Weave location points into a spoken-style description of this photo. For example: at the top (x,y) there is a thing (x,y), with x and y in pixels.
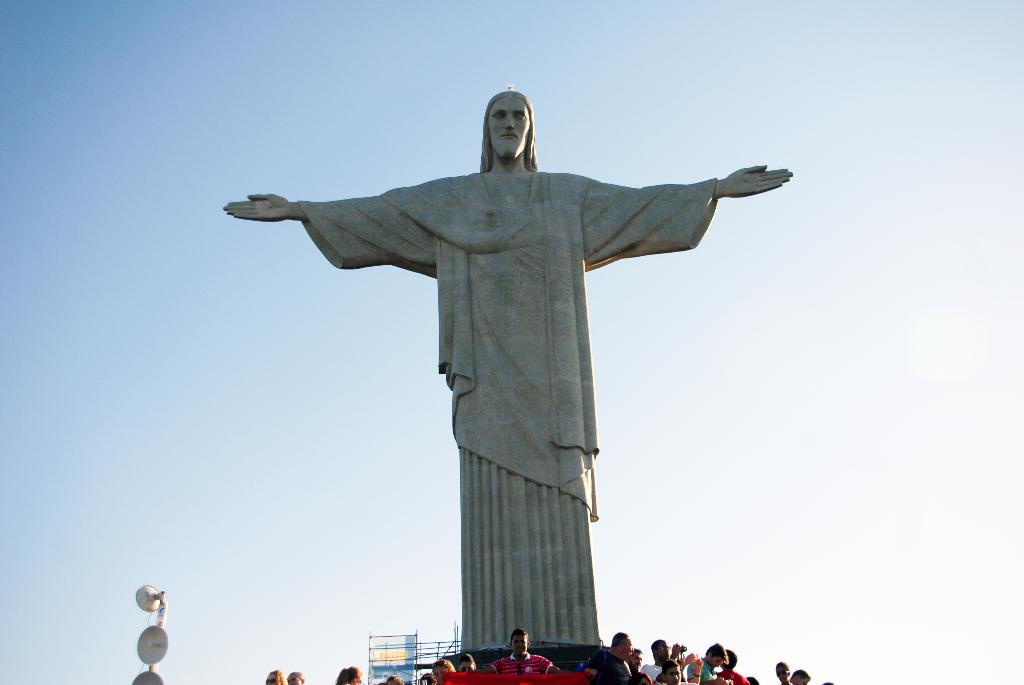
In this image there is a statue (526,386), beneath the statue (577,555) there are so many people (705,668) and there is an object (157,651), behind the statue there is some structure (407,651) made with wooden sticks (437,642). In the background (770,326) there is the sky (799,322).
